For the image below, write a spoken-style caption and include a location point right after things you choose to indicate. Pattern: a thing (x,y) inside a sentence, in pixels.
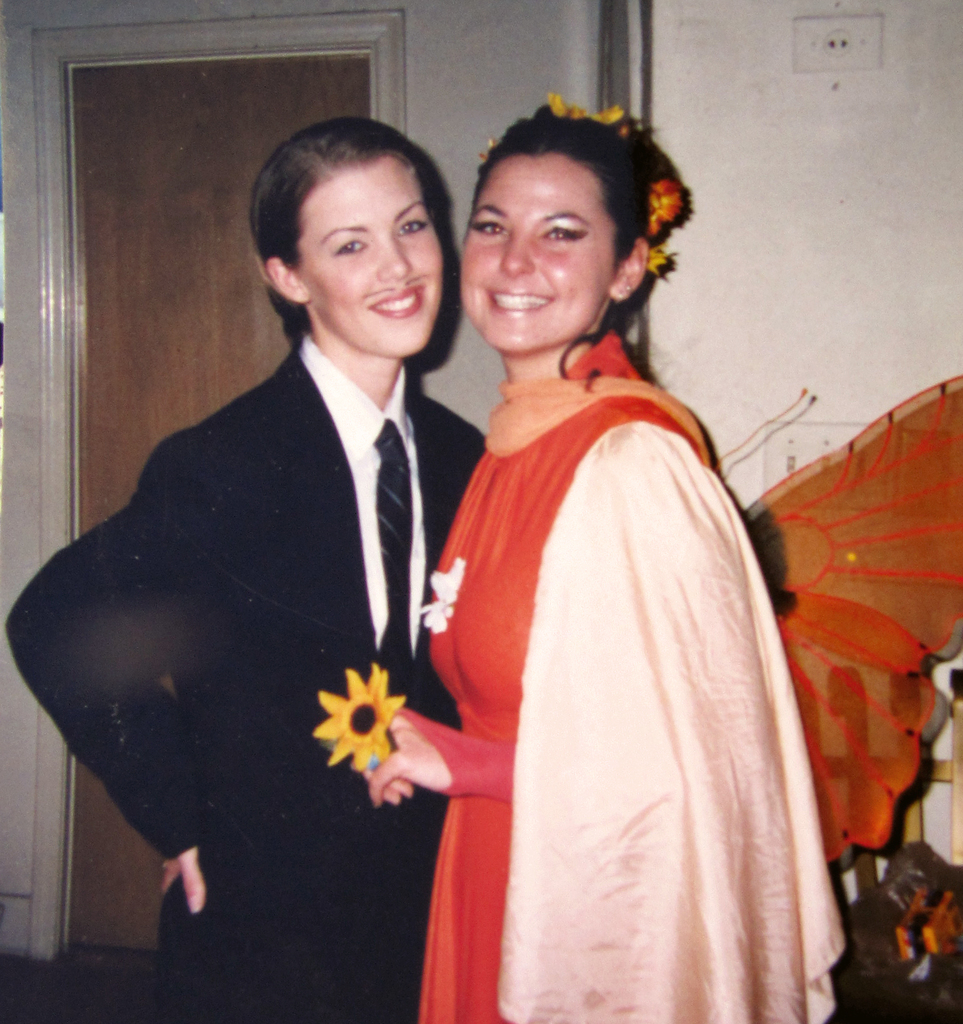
There are two women (427,680) standing in the middle of this image (364,611). The woman (352,662) on the left side (170,621) is wearing a black color blazer (247,577) and the woman (539,780) on the right side (654,666) is holding a flower (358,693), and there is a wall (793,353) in the background (476,339).
